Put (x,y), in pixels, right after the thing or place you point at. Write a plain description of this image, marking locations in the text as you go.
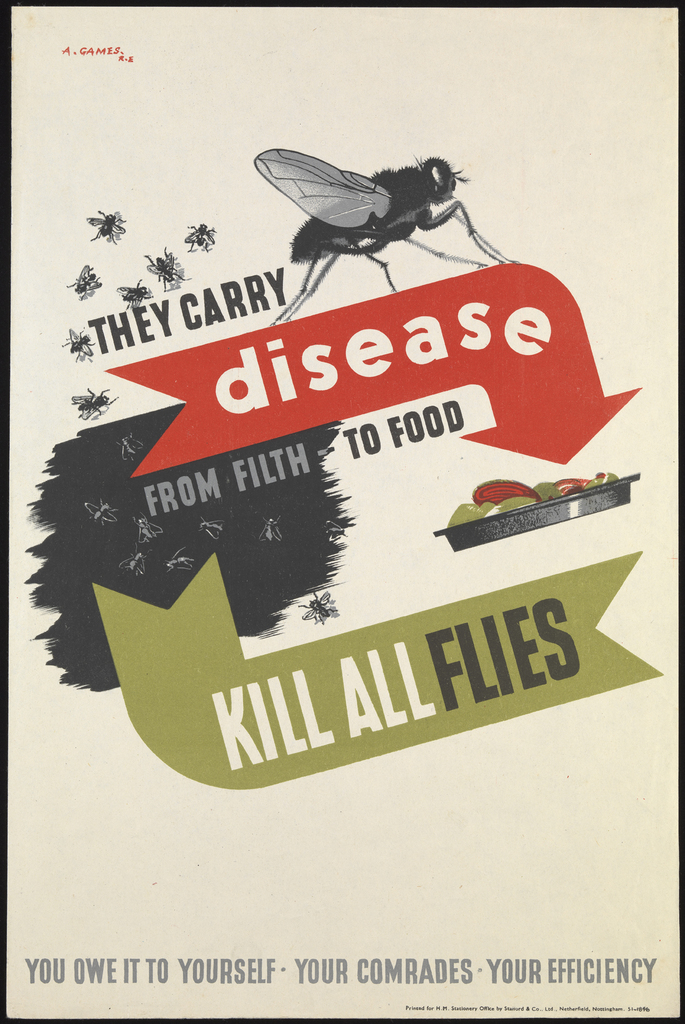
In this picture I can see a poster (320,683), on which there is something is written and I see the depiction of flies (314,284) and food (472,519).
